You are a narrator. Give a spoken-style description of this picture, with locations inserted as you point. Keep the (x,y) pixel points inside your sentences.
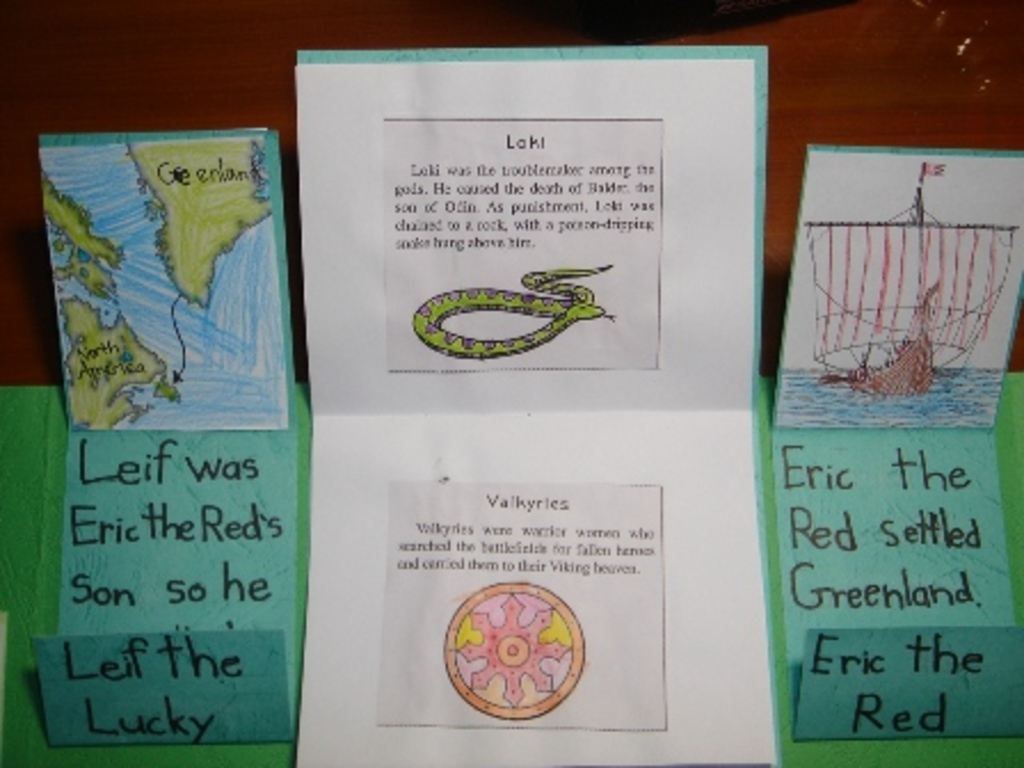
In this image I see the papers (345,377) on which there are drawings (563,307) and I see words (439,246) written and these papers (778,499) are on the green color surface (14,409) and it is red in the background (213,85).
